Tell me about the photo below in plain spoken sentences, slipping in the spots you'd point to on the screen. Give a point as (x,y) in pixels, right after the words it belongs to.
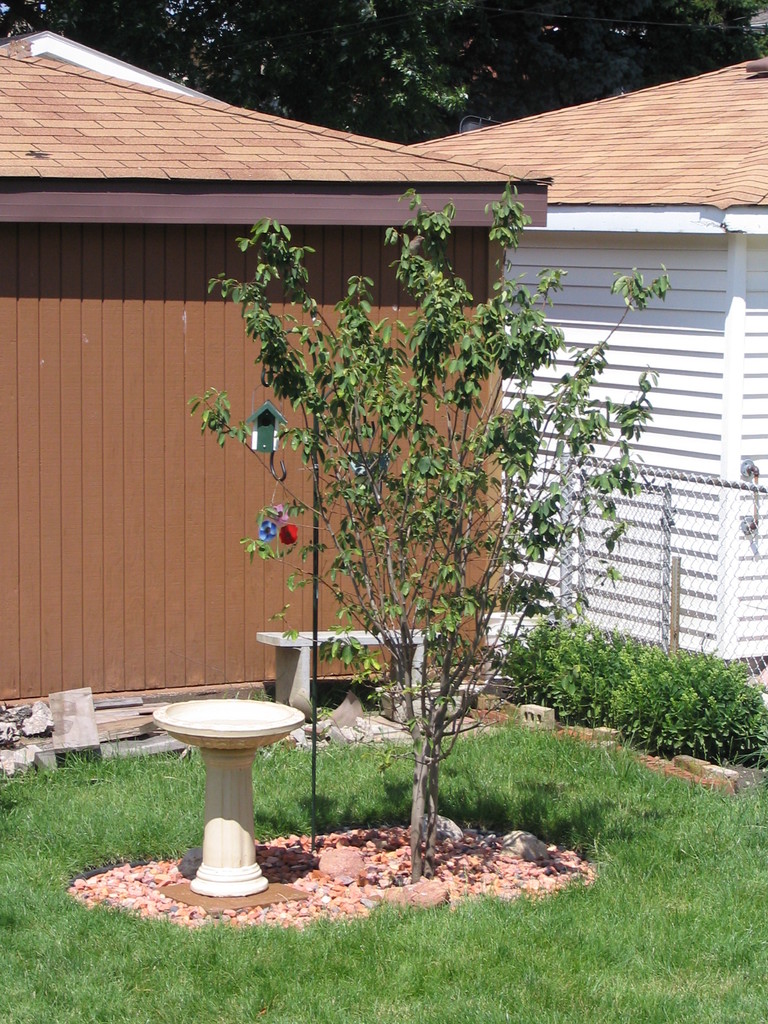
In this image I can see some grass (498,971) on the ground (505,955), a white colored object (259,868) and a tree (509,353) which is green in color. In the background (303,671) I can see a bench (308,663), the railing (622,537), two buildings (175,432) which are brown and white in color and few trees (427,92).
